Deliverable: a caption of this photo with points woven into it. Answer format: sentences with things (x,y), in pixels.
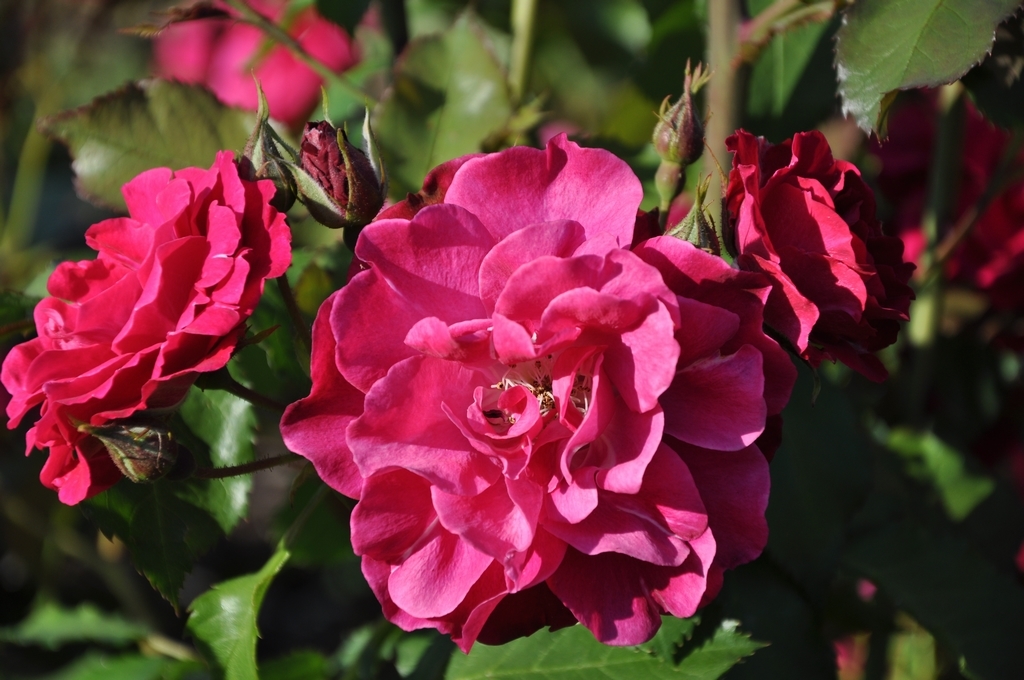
In this image in the front (530,375) there are flowers (553,393) and there are leaves (285,366).
